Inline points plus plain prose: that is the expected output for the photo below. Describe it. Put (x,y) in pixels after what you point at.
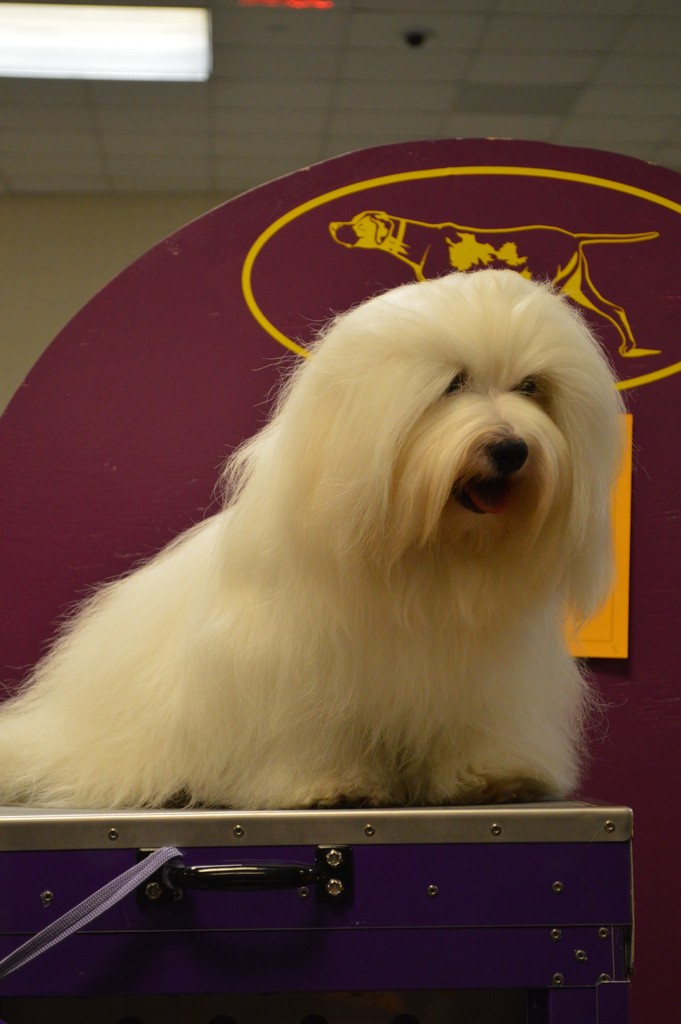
In this image we can see a white dog (439,376) sitting on a box (393,898). In the background (661,555), we can see a board (380,155) and a light (205,66) in the ceiling (151,152).
